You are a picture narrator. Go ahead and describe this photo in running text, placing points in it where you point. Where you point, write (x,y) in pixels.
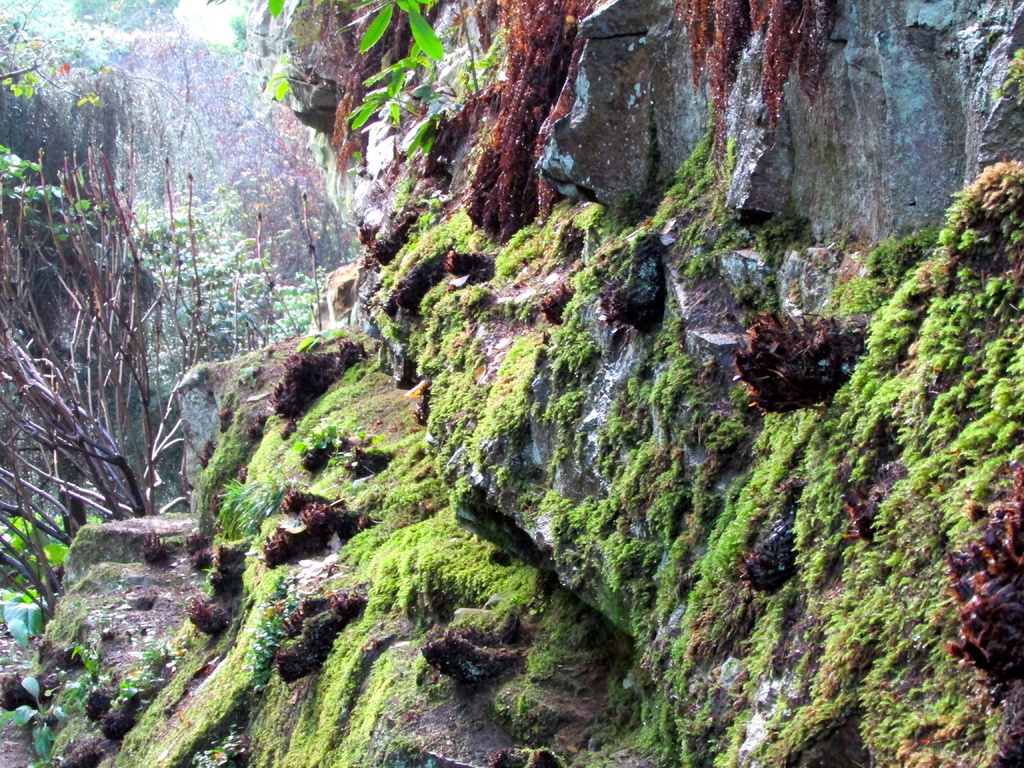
In this image there are some rocks (599,163), and on the rocks (760,187) there is some grass (439,345) and in the background (234,322) there are some trees (124,293) and plants (98,391).
